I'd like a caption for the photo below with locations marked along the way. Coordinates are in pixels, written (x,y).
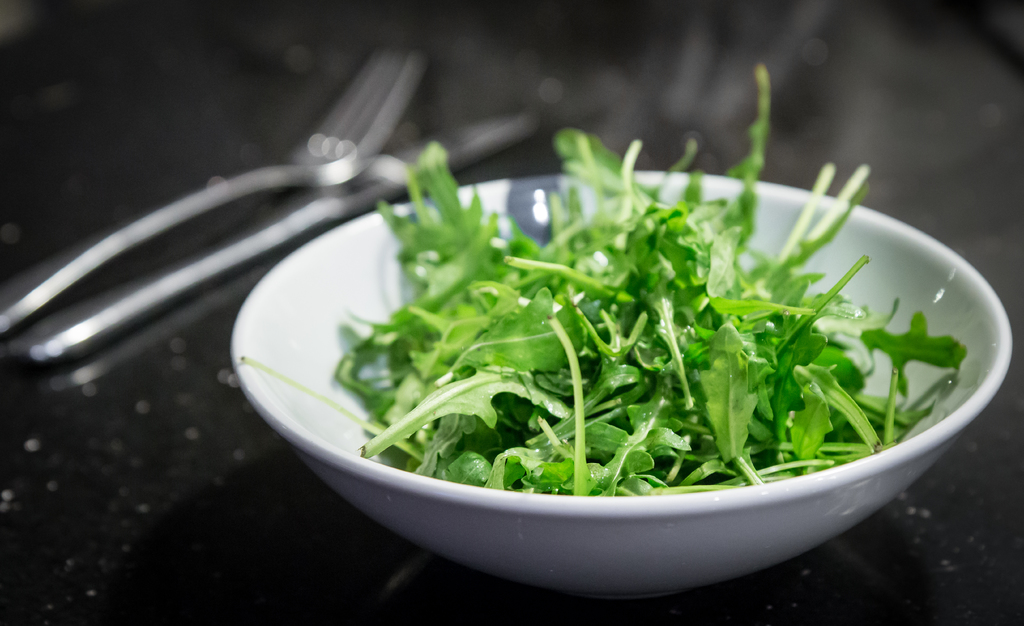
Here we can see leaves (548,329) of a plant (598,321) in a bowl (349,294), fork (100,253) and knife (400,186) on a platform (150,185).
